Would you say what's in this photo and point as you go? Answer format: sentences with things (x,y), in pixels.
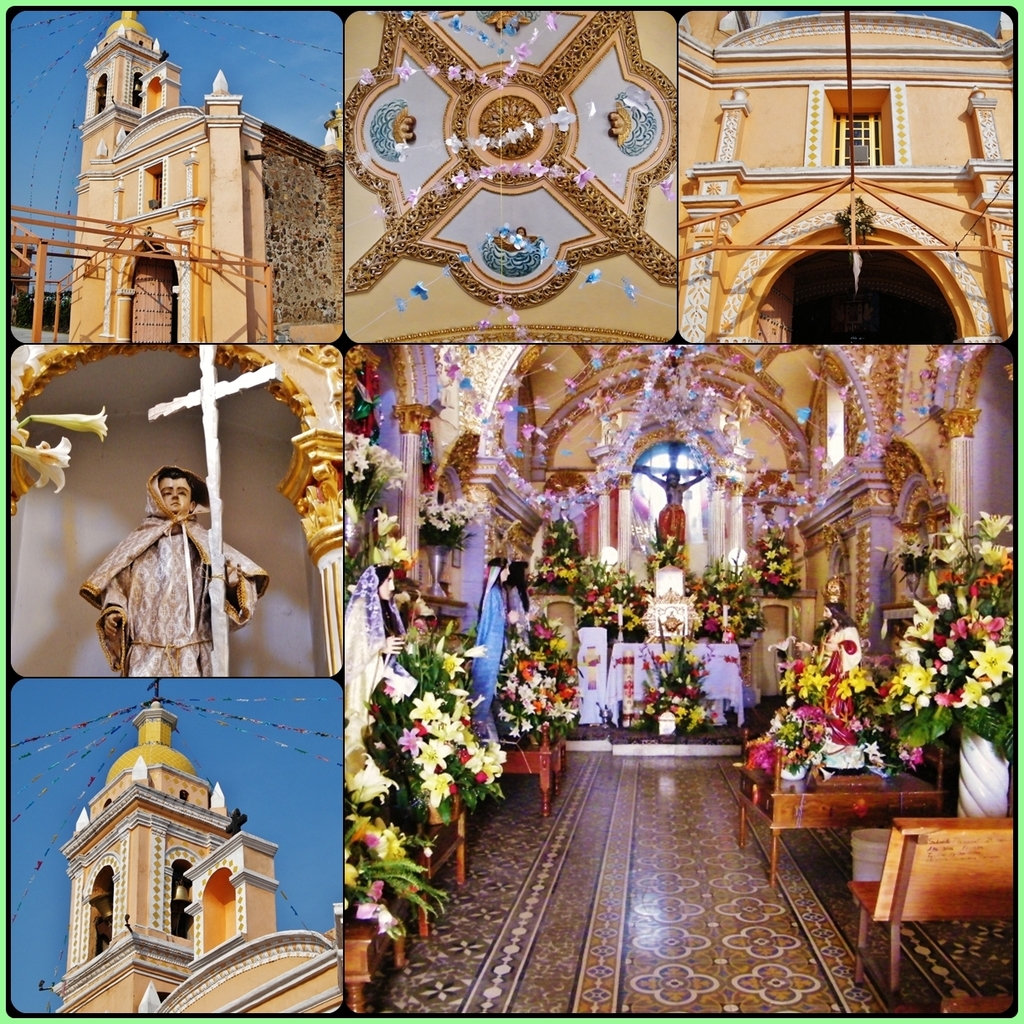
In the picture we can see some church images, in the first image we can see a church out view (185,292), and in the second image we can see inside roofing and in the third image we can see exit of the church (967,142) and in the fourth image we can see top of the church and in the fifth and sixth image we can see a cross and some person sculpture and the church (817,525) is decorated with some flowers (966,545).
